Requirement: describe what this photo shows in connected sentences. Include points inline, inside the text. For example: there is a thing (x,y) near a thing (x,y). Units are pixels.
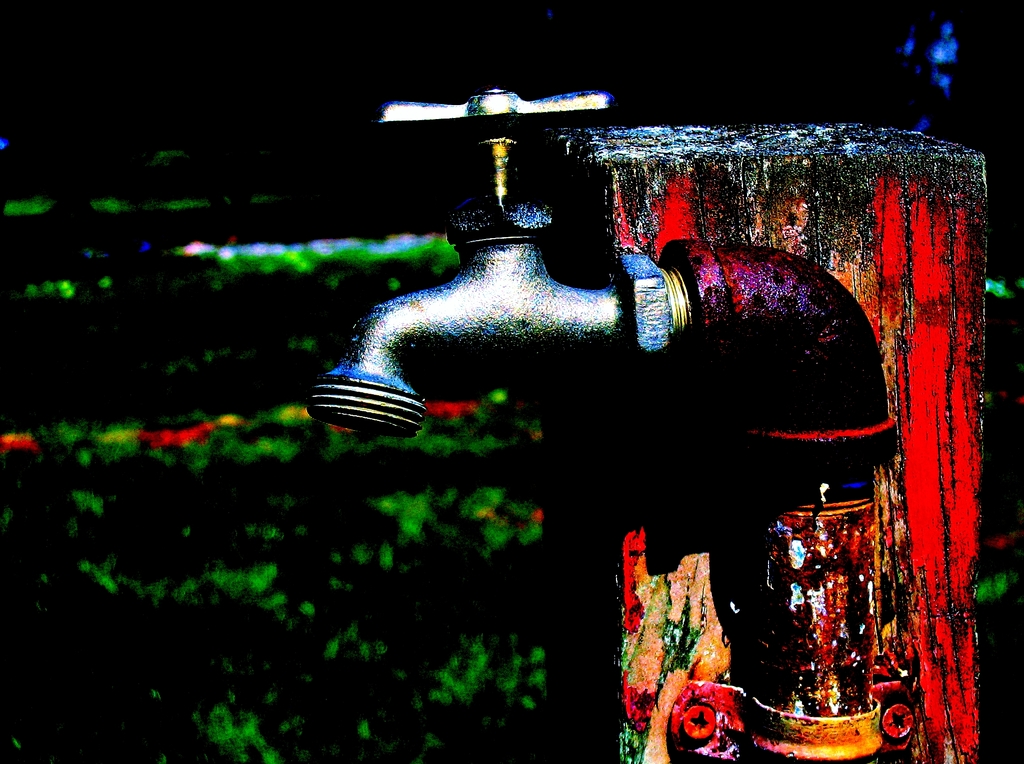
In this image we can see a tap (481,269) to a pipe (692,311) on the platform (748,193). In the background (350,74) the image is dark and not clear to describe.
